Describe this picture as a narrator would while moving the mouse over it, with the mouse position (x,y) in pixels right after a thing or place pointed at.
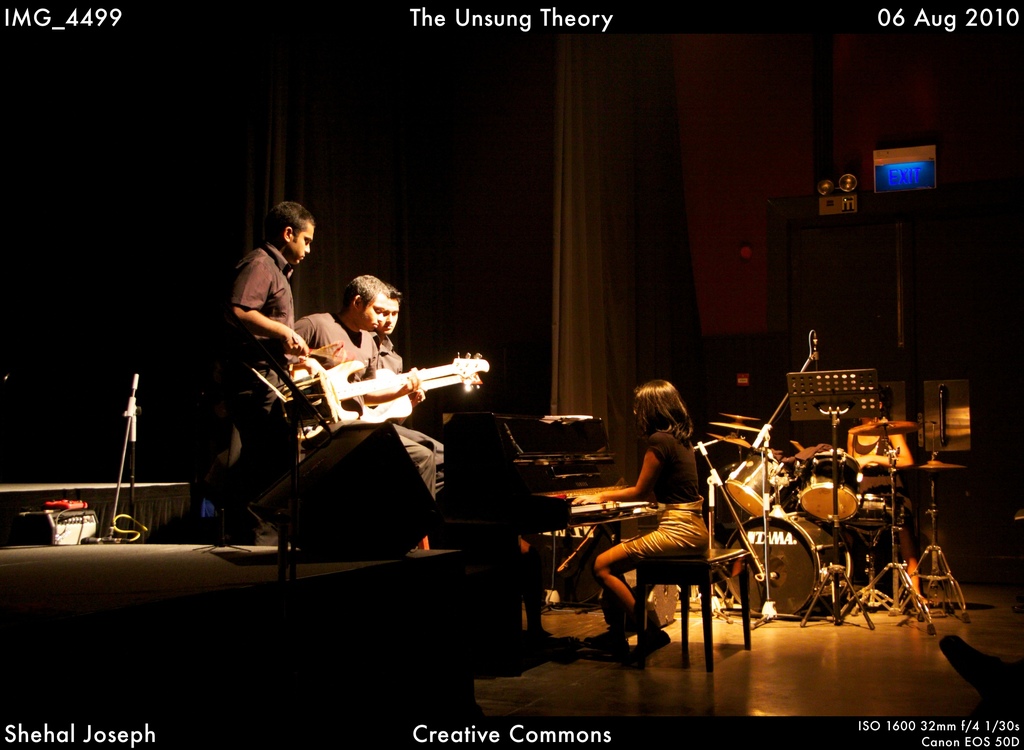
In this image there are three men (289,278) and one woman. Two men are sitting on the stage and one woman (638,396) is sitting on the chair (736,559) on a floor (733,626). Woman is playing a piano (543,483), one of the man (289,368) is playing a guitar (382,413). Towards the right (840,463) there are musical instruments (728,439). In the background (749,215) there is a wall (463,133), curtain (302,126) and a door (868,269) etc.
